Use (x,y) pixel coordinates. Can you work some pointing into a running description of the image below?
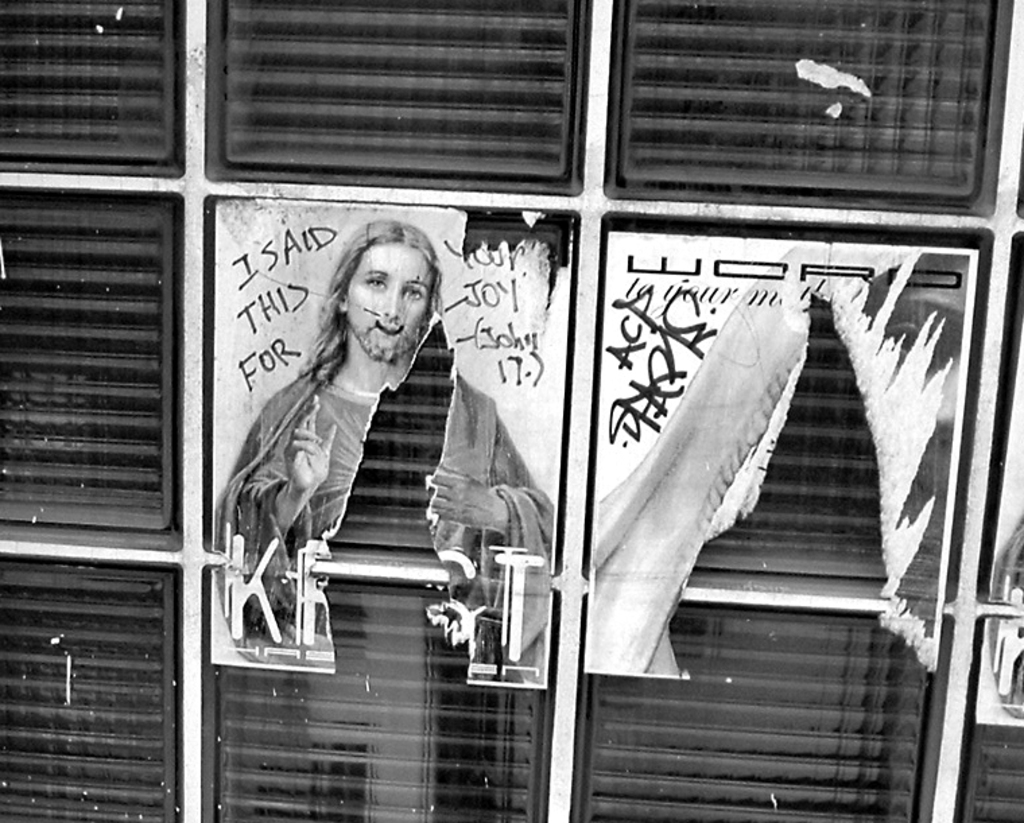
This is a zoomed in picture. In the center (429,430) there is a black color object (342,676) seems to be a cabinet (115,682). In the center (358,446) we can see the picture of a person (385,387) and a text (643,365) on the cabinet (364,175).
